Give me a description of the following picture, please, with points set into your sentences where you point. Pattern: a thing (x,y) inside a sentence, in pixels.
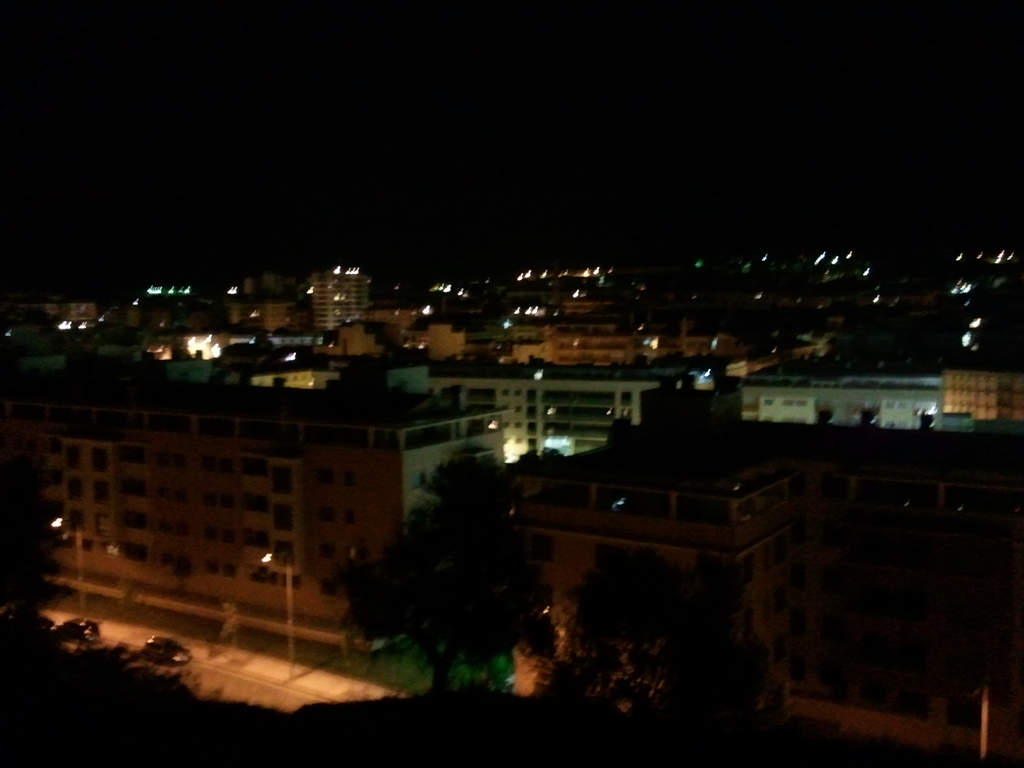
In this image, I can see the view of a city (432,356) with the buildings (451,392) and lights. These are the trees (491,641). I can see two cars (174,641) on the road (293,700). The background (228,206) looks dark.
